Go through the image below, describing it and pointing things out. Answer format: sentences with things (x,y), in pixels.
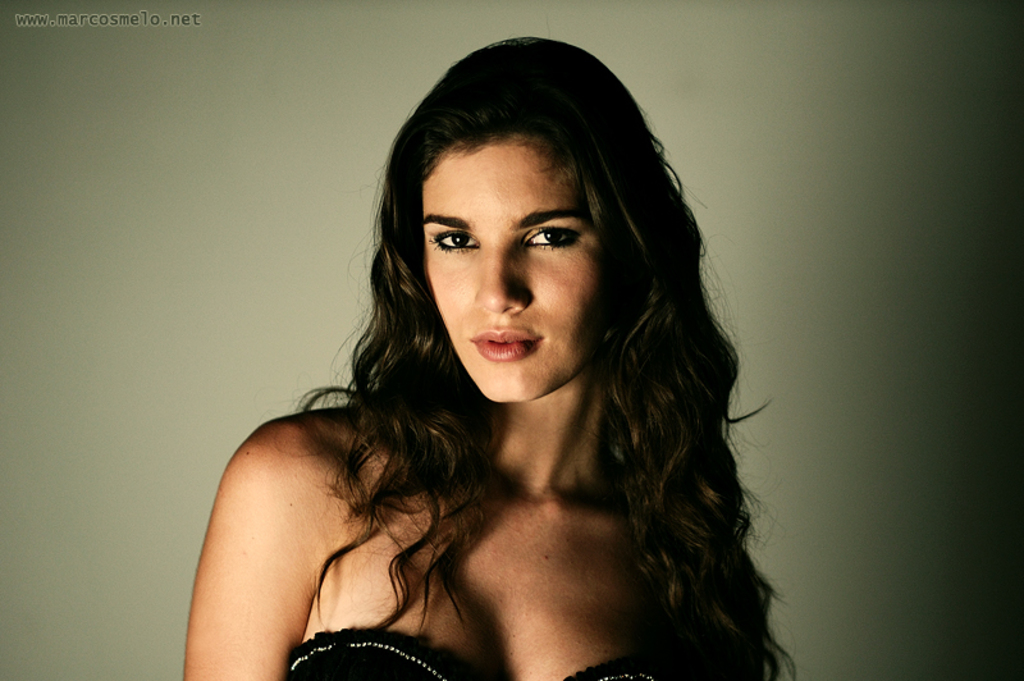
In the image we can see a woman (526,484) in the middle of the image (509,449) and she is wearing clothes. On the top left (41,16) we can see the watermark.
